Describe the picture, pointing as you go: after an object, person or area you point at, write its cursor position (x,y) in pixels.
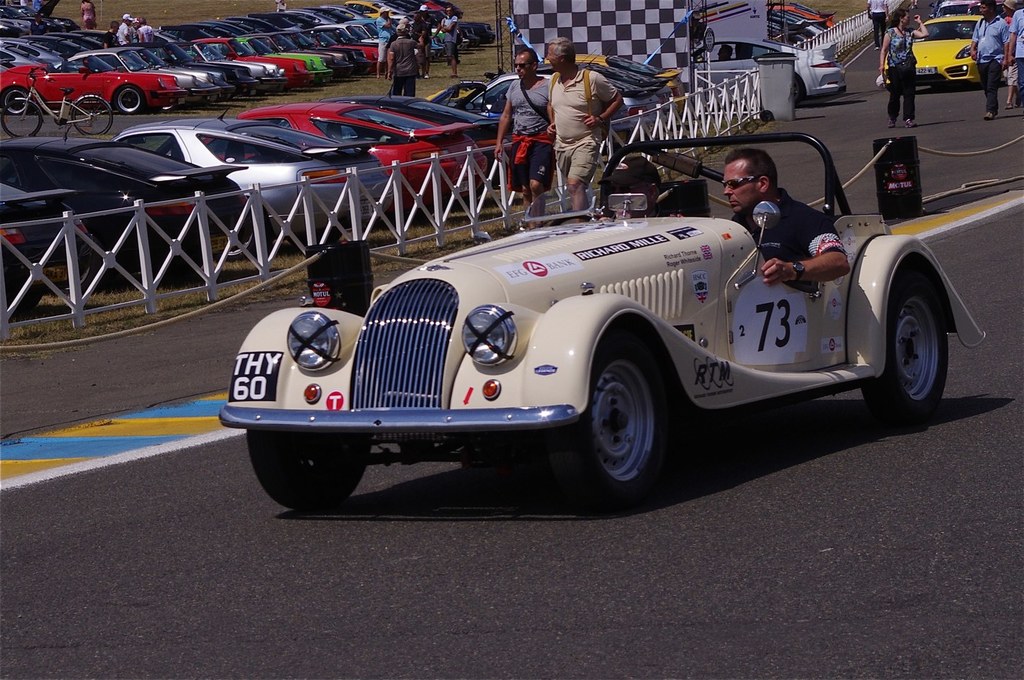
Here there are cars (157,197) parked. A man (797,278) is driving on the road (573,514) and two persons (546,178) are walking on the road (869,147).
